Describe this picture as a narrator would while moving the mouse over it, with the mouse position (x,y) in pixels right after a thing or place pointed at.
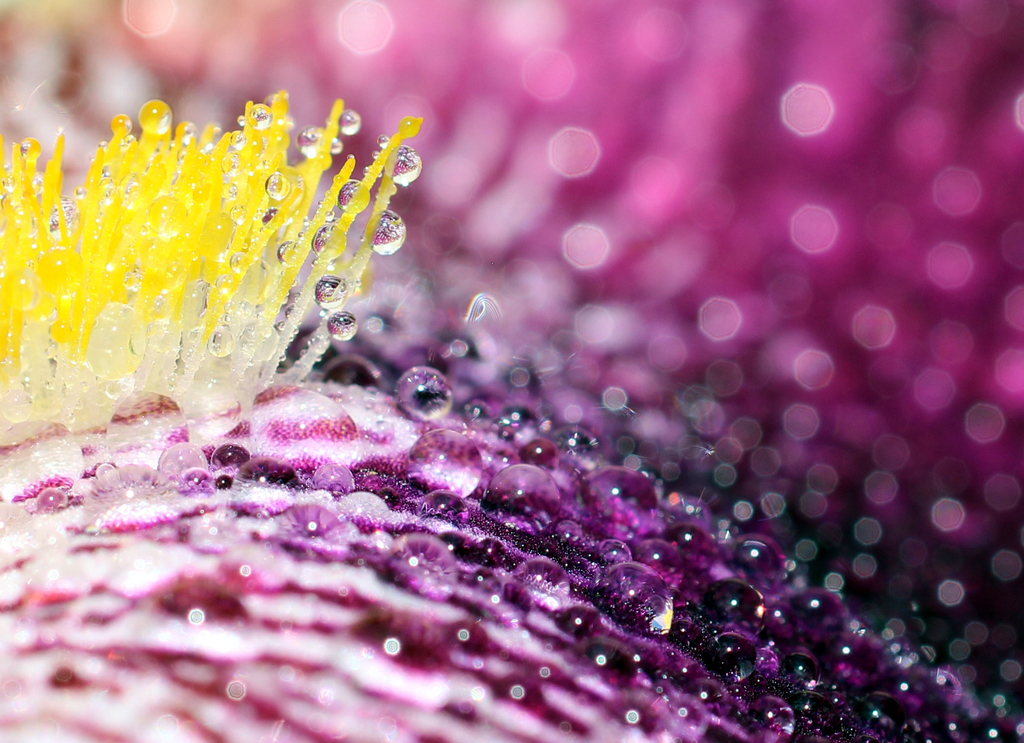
In the image there is a flower (303,475) in the front (130,325) with many water droplets (416,378) on it.
